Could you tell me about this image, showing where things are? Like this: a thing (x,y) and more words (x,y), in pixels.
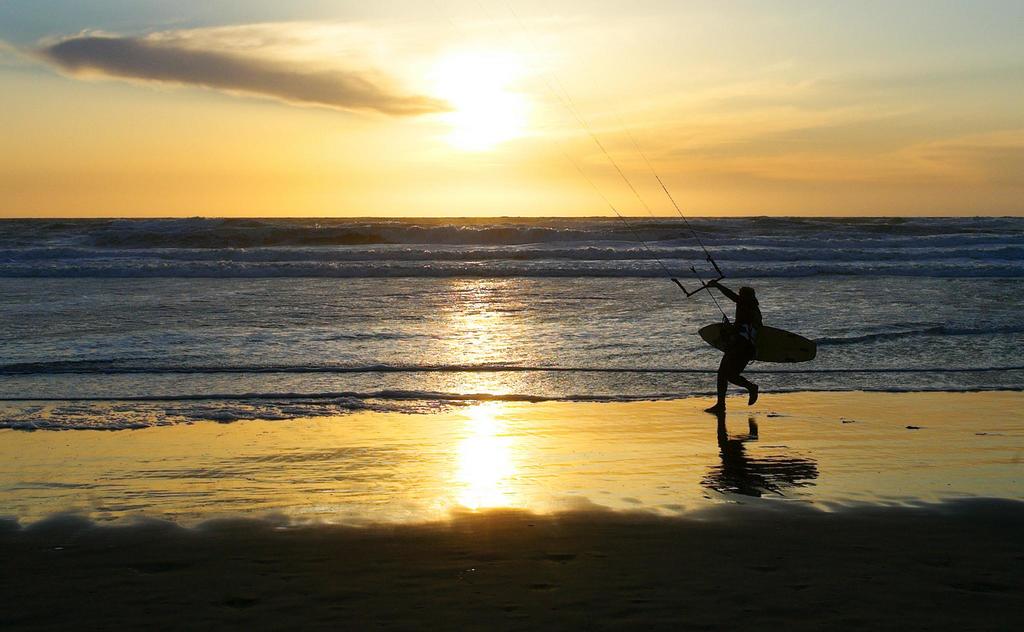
In this image we can see a person (738,311) on the sea shore (739,404), holding a surfboard (795,359), and some other object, also we can see the ocean (451,270), the sun set (508,106), and the clouded sky (398,118).
